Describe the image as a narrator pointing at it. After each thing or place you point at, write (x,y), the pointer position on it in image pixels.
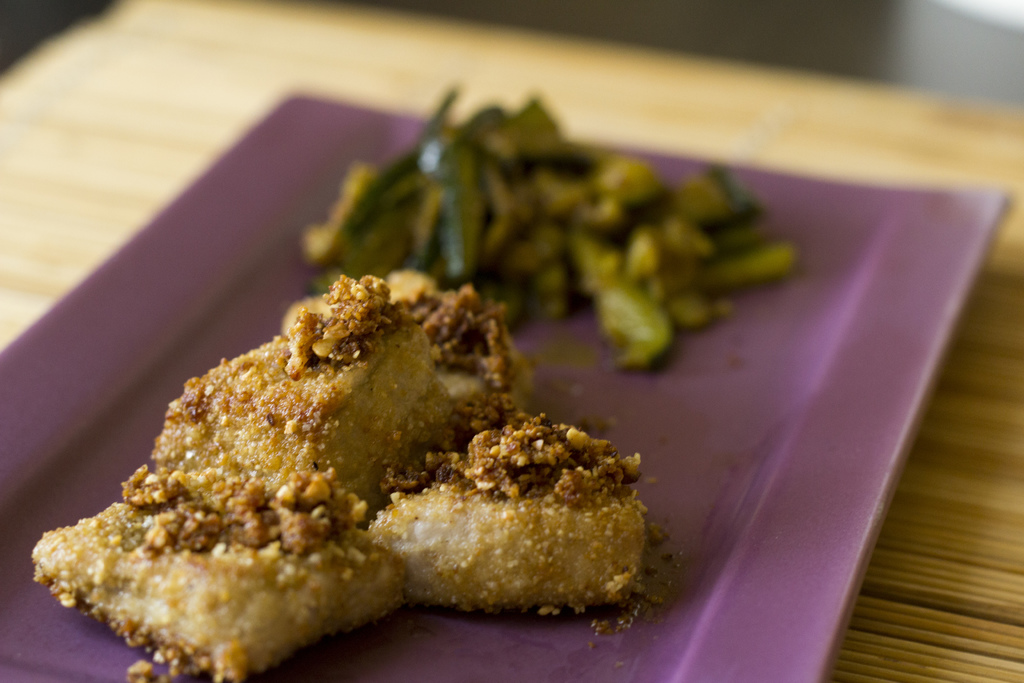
In this picture there is a tray (233,317) in the center of the image (507,247), which contains food items (398,230) in it.
